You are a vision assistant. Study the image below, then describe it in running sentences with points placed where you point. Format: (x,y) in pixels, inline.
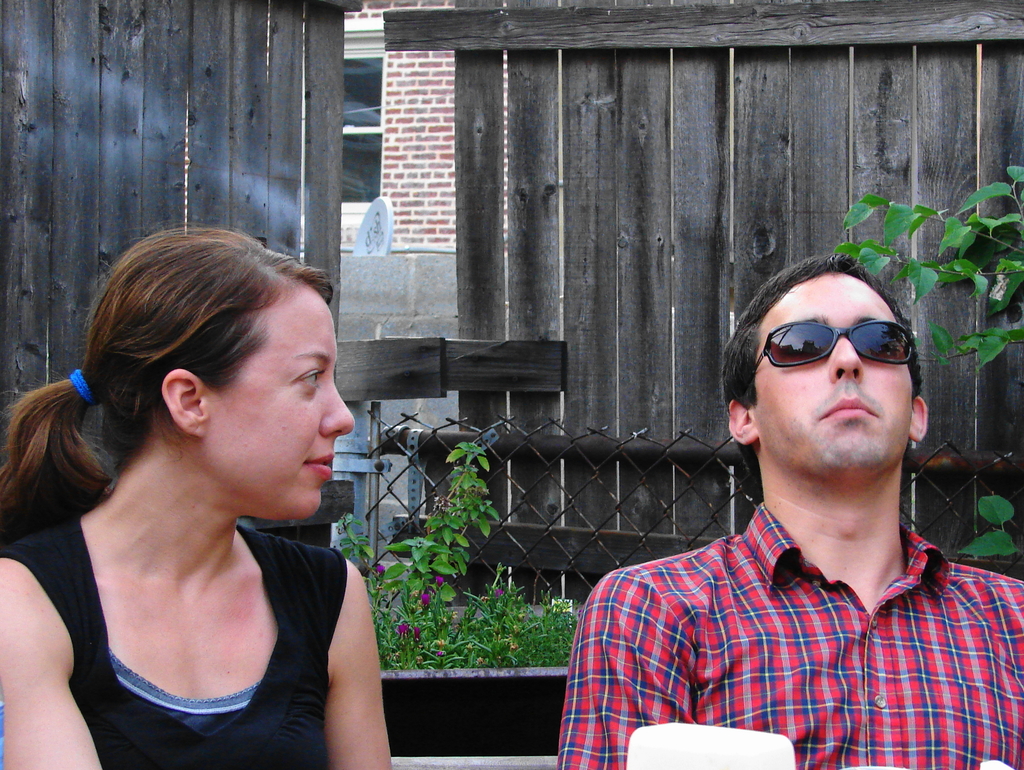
In this image we can see a man (602,659) and a woman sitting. On the backside (547,629) we can see some plants (525,663) with flowers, a metal fence (364,465), wall (373,334), a dish (383,245) and a wooden fence (461,191).
